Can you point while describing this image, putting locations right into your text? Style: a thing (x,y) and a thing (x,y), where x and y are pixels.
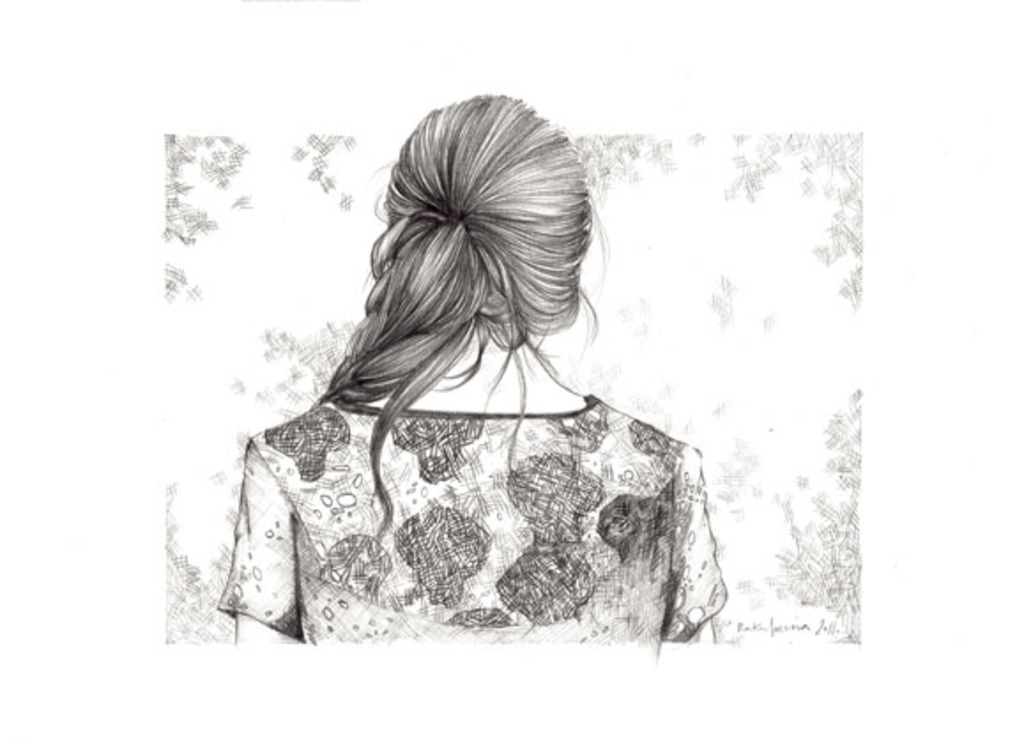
In this image, we can see a sketch (625,281) contains depiction of a person (475,384).
